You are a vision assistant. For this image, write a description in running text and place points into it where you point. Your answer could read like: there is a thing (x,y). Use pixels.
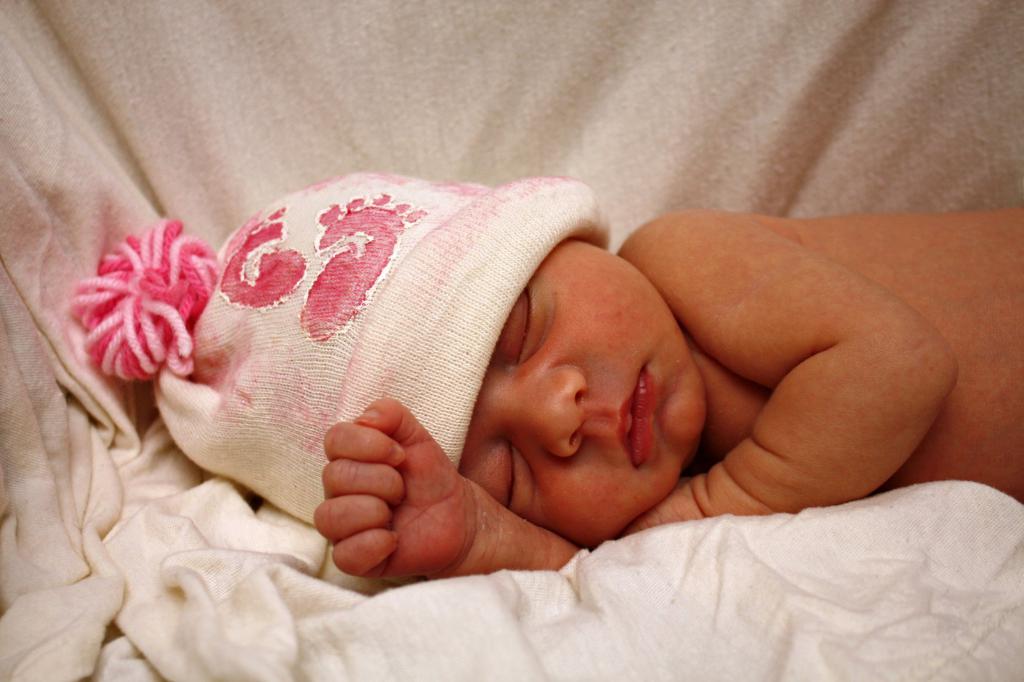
In this image, we can see a small baby (374,194) sleeping, there is a blanket (299,624), there is a hat (196,389) on the head (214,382) of a baby (194,437).
